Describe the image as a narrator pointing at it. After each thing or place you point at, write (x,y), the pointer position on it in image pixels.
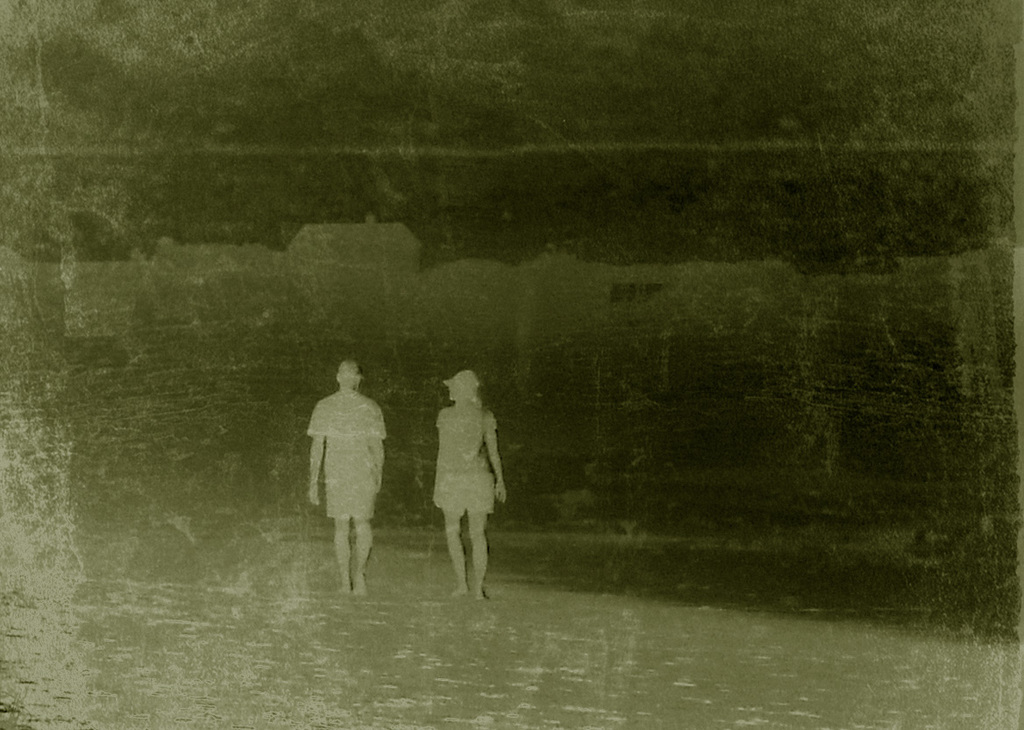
This is a black and white photo and here we can see people (443,473).
